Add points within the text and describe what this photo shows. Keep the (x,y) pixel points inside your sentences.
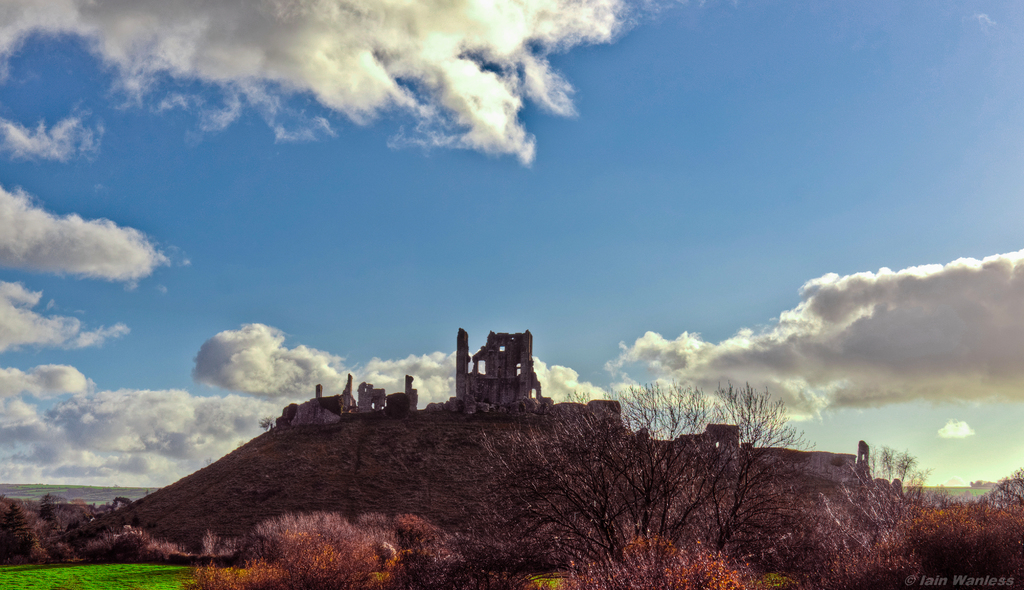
In this image, we can see some trees (694,508) and plants (139,538). There are ancient monuments (394,393) on the hill (444,440) which is in the middle of the image (514,355). There are clouds (904,312) in the sky (662,238).
